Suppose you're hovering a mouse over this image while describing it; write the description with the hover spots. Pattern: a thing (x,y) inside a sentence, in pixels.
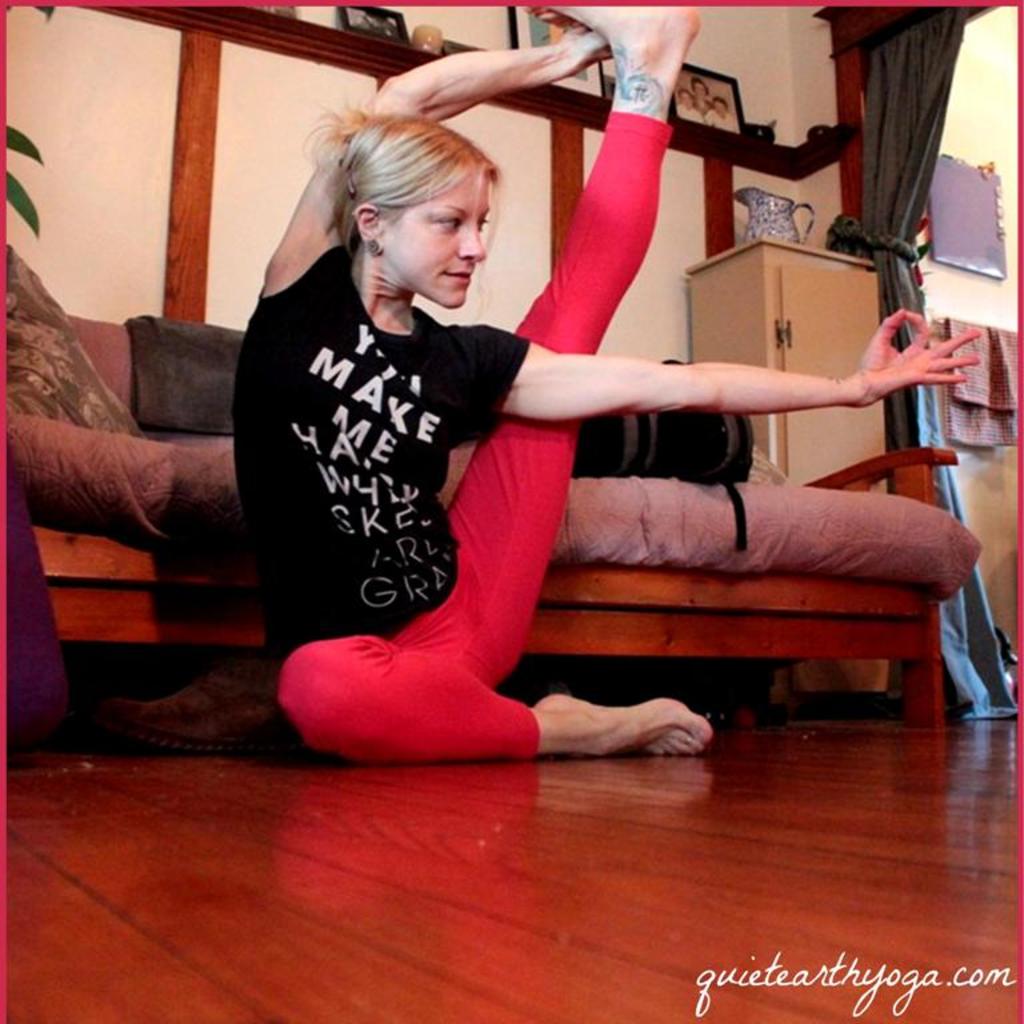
In this image we can see a lady (481,444). In the back (185,509) there is a sofa (633,513). On the sofa (623,524) there is a bag (619,425). Also there is a cupboard (761,340). On the cupboard (773,251) there is a jug (788,223). And there is curtain (898,157). And we can see photo frames (731,111). Also we can see towel (1002,380). In the right bottom corner (752,971) there is text (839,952).
